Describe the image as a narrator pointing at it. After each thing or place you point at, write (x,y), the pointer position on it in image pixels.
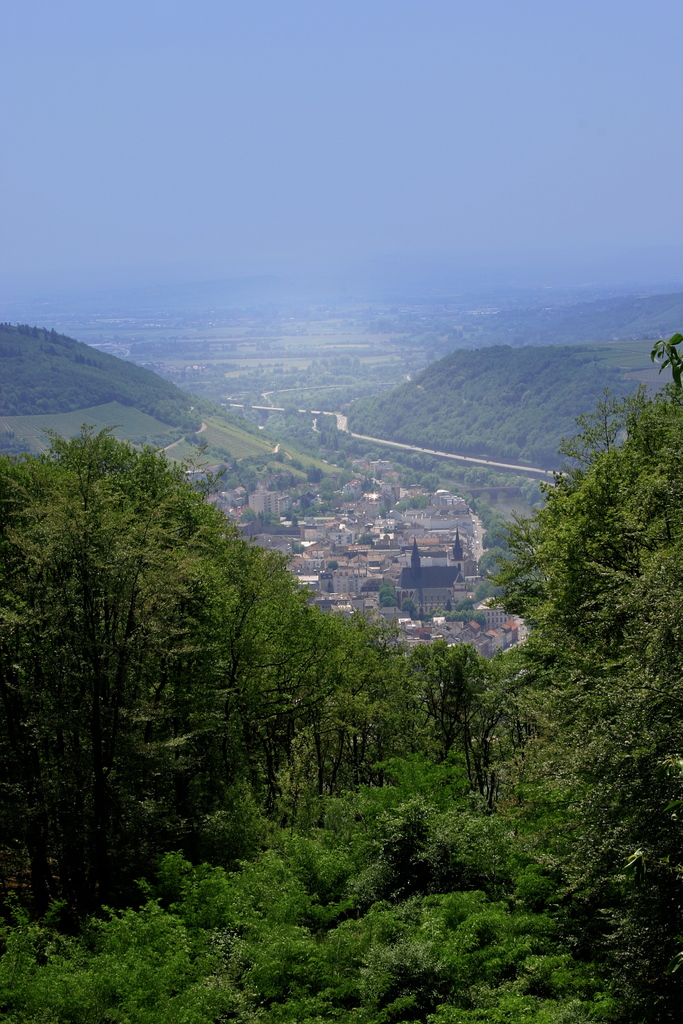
This is the picture of a city (446,574). In this image there are buildings (343,596) and trees (389,583) and there is a road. In the foreground (397,752) there are trees (327,749). At the back (12,416) there are mountains (461,370). At the top (393,104) there is sky (394,103).
